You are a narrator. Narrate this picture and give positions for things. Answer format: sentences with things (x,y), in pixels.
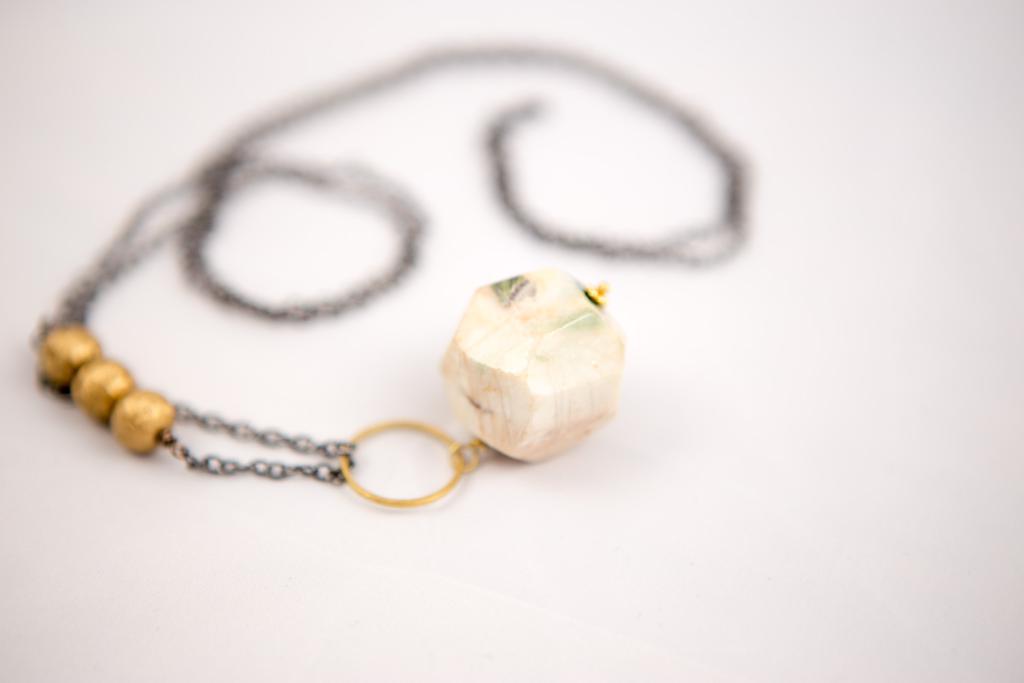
In the image in the center (528,276), we can see one chain (583,245) and pendant (466,383).
